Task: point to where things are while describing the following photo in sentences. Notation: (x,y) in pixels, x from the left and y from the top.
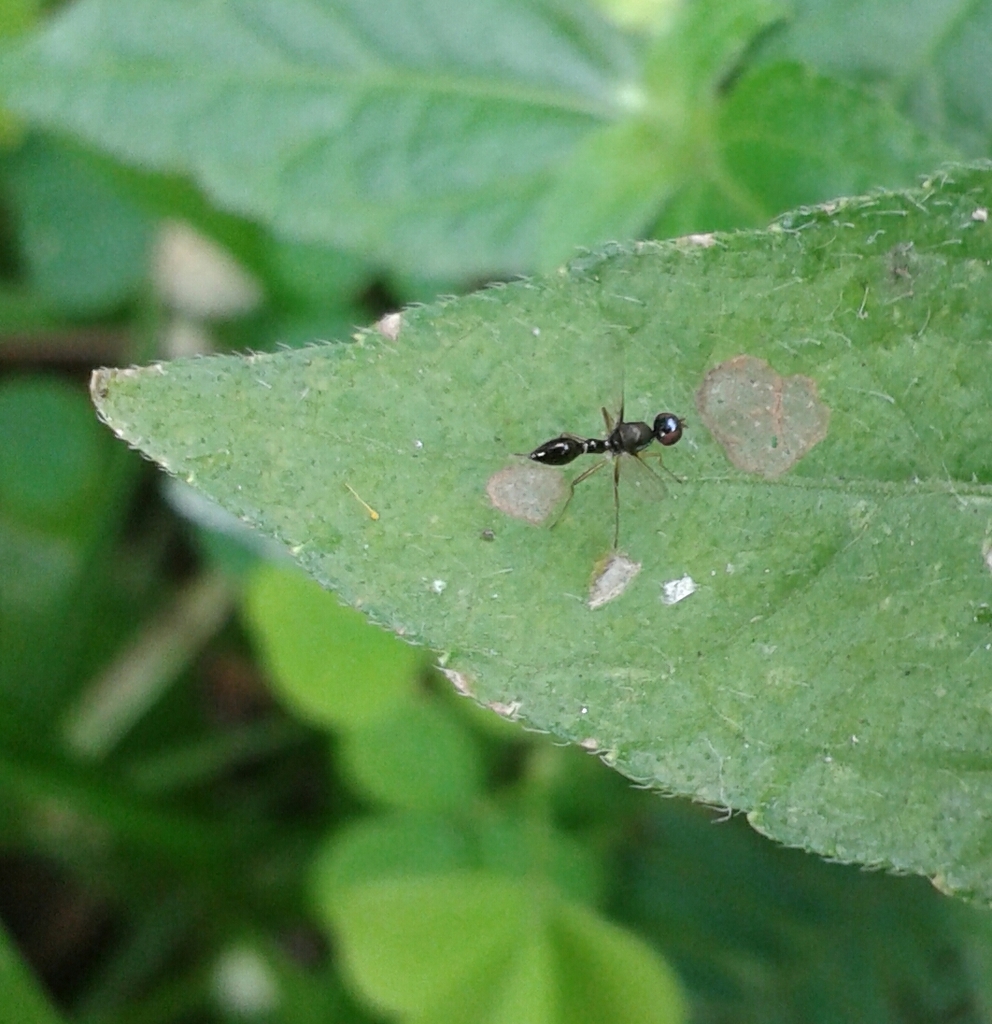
In this image we can see a fly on the leaf (461,537).
